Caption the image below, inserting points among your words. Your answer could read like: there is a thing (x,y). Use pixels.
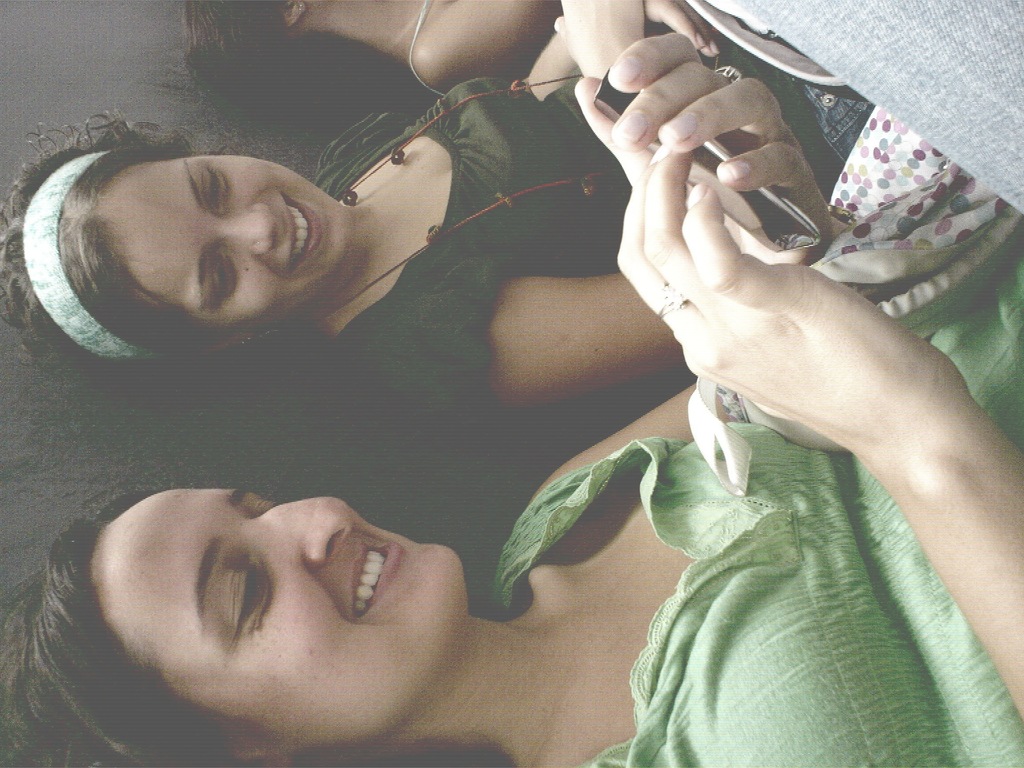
In this picture we can see two women (480,302) are sitting and watching mobile (698,151).
